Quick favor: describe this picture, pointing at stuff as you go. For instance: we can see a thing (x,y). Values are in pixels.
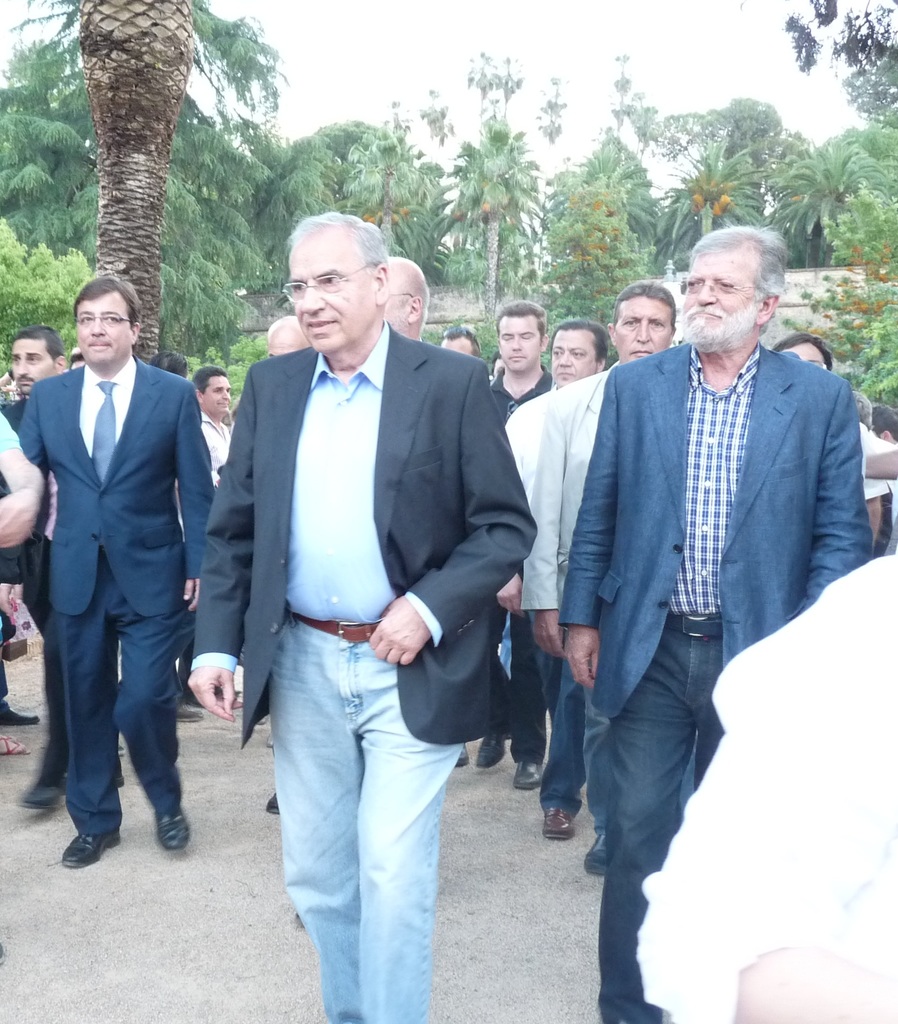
In this image I can see group of people (375,847) some are walking and some are standing, the person (457,565) in front (341,462) is wearing black blazer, blue shirt (344,577) and blue pant (361,858). Background (887,341) I can see trees (147,131) in green color and the sky (533,65) is in white color.
